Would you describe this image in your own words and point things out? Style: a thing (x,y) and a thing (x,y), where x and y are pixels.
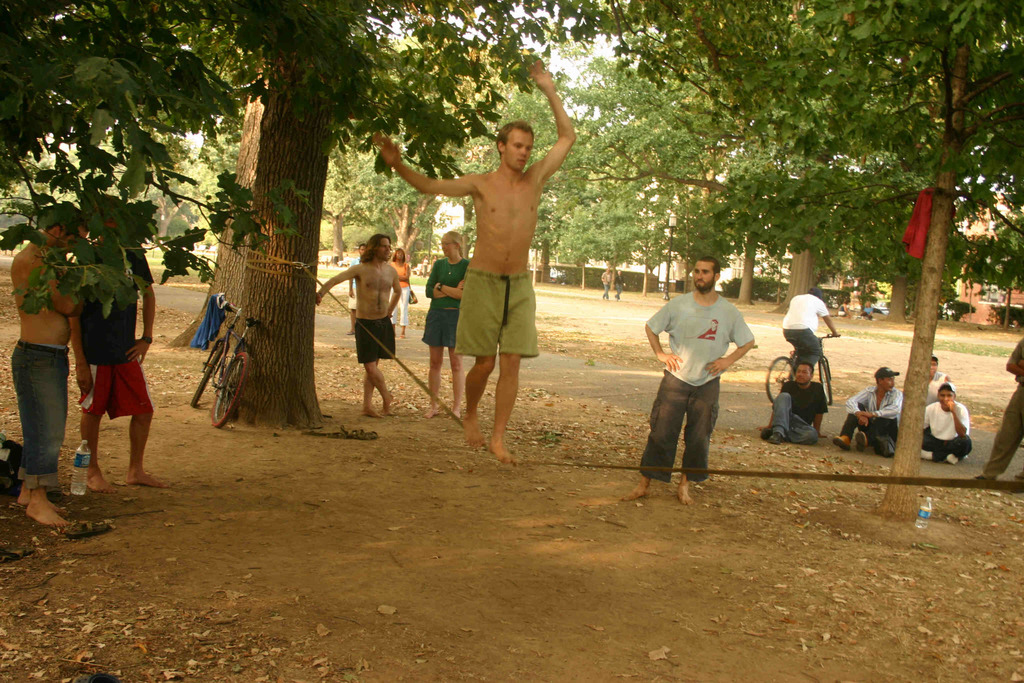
This is completely an outdoor picture. At the right side of the picture (937,442) we can see a bottle (924,516) on the ground (941,512) and few men (791,429) are sitting on the ground (832,451). Behind them there is one man (815,335) riding a bicycle (816,345) and few persons (607,278) are walking. On the background (733,144) we can see trees (417,82) and few people (446,235) are standing over here. At the left side (25,264) also two persons (94,349) are standing and in between them there is a bottle (83,442). Here one bicycle (237,359) is there, We can see one person (558,108) standing on the rope (511,460).
